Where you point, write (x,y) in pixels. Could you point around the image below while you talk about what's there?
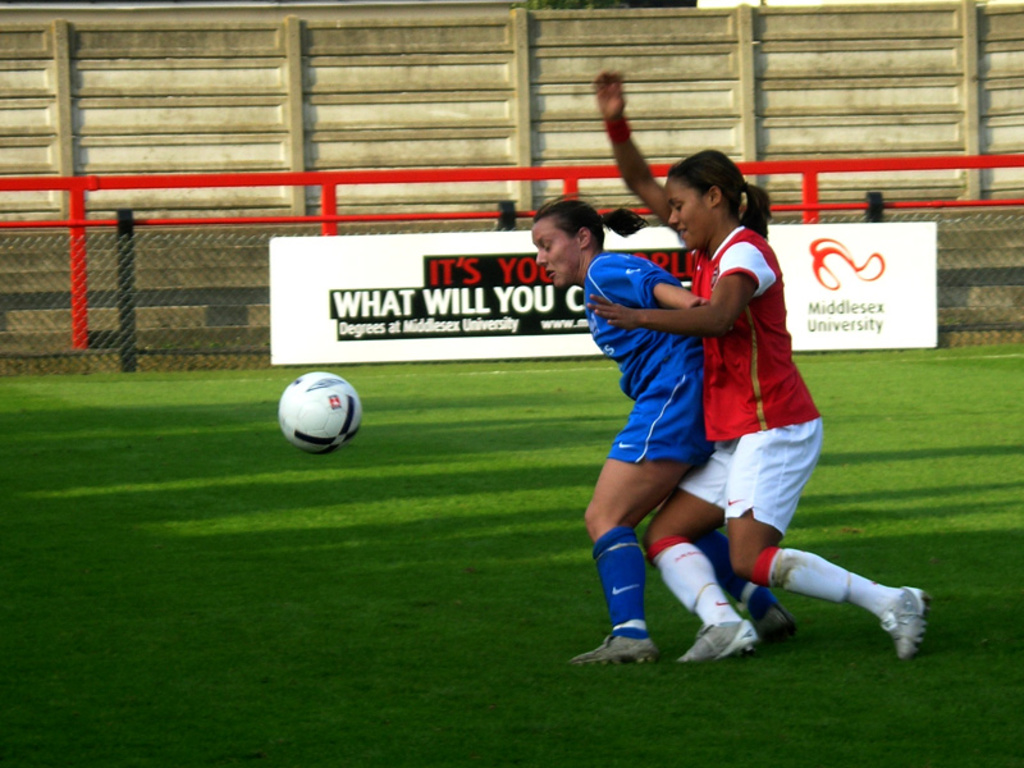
In this image there are two women (627,337) who are playing football, at the bottom (470,622) there is grass (526,629) and in the background (198,295) there is a wall (280,109), fence (231,292) and a board (532,299).
